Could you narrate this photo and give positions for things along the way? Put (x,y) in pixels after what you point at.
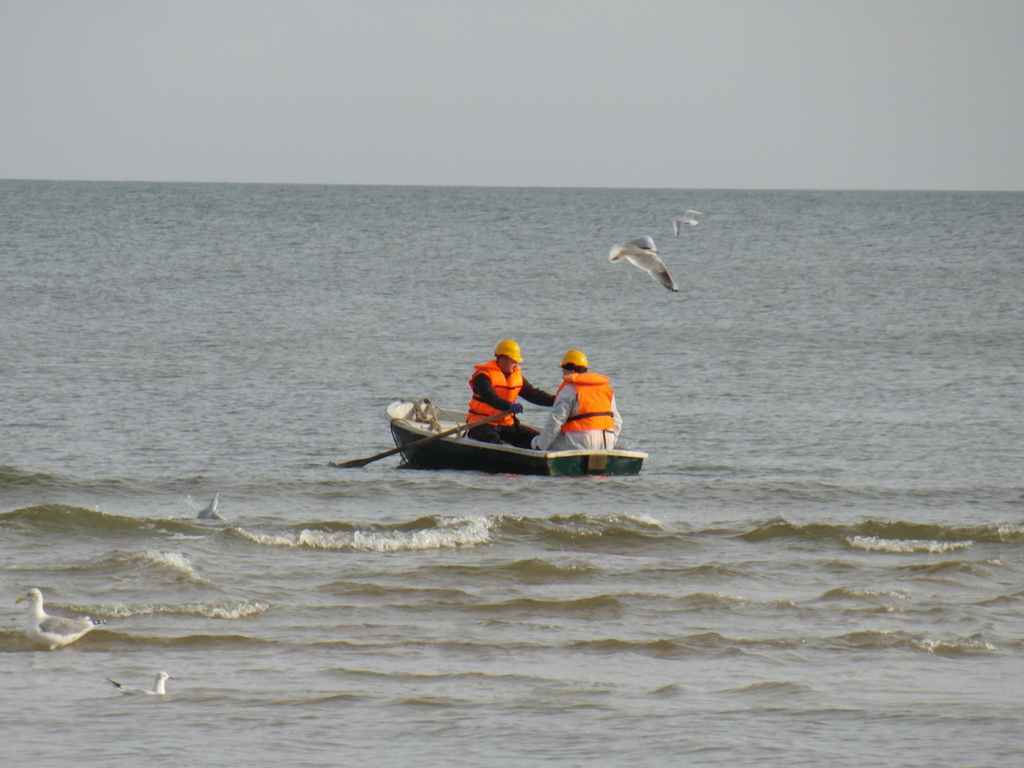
In this image we can see few people (500,423) rowing a boat (478,441). There is a sea (450,500) in the image. There are few birds (657,258) in the image. We can see the sky (641,104) in the image.
